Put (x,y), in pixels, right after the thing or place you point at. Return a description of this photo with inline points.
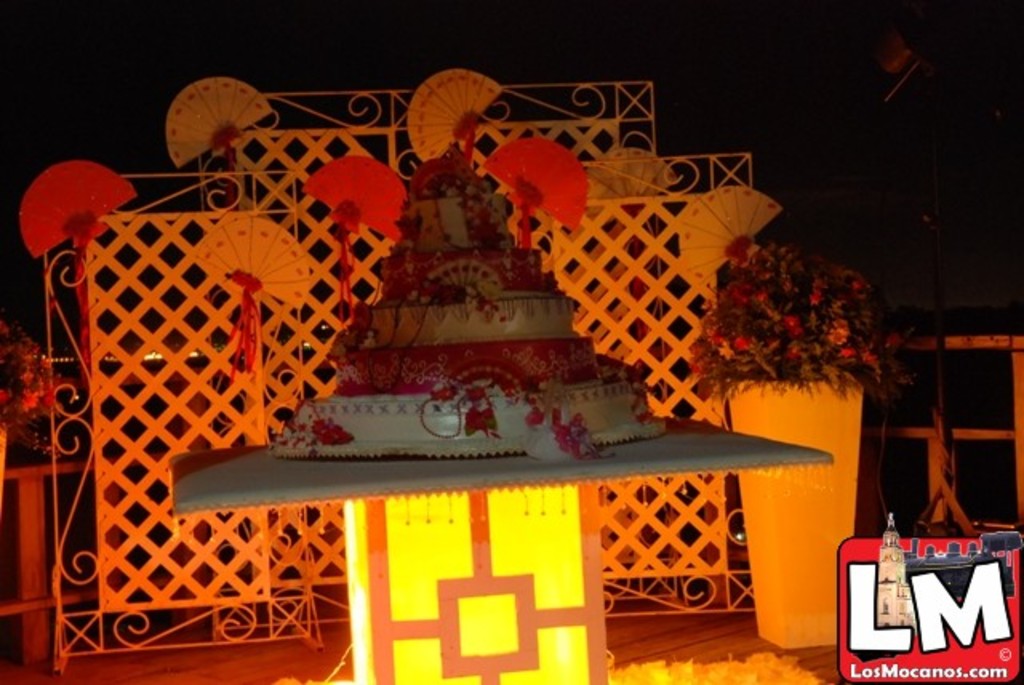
In this image, we can see a cake (519,446) kept on the surface (284,493), we can see the grills (185,376). We can see some flowers (745,301) and there is a dark background (381,45).
